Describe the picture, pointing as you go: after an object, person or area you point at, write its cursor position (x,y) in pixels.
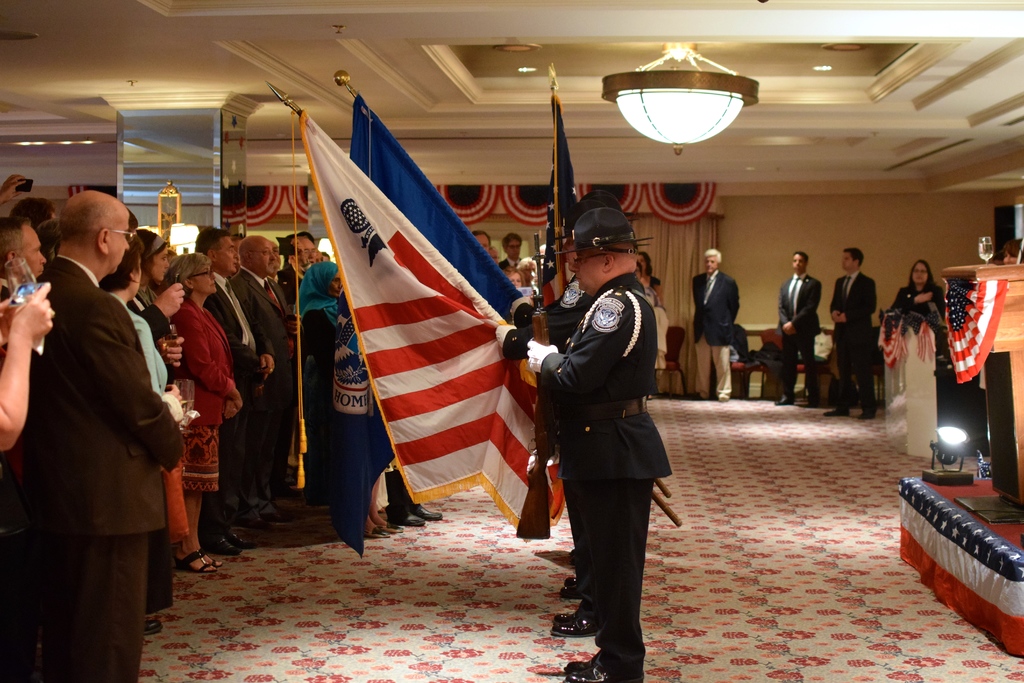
On the left side (99,328) there are many people (159,342) standing. Also there are few people (607,295) wearing cap (603,230) and gloves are holding flags (467,240). On the right side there is a platform (969,513). On the platform (986,479) there is a podium (998,363) and light (952,452). On the podium (983,268) there is a glass (985,250). In the back (697,294) there are few people (708,275) standing. In the background (760,220) there is a wall (817,217) with curtains (686,230). On the ceiling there is a light (694,79). Also there are chairs (673,354) in the background (676,340).
